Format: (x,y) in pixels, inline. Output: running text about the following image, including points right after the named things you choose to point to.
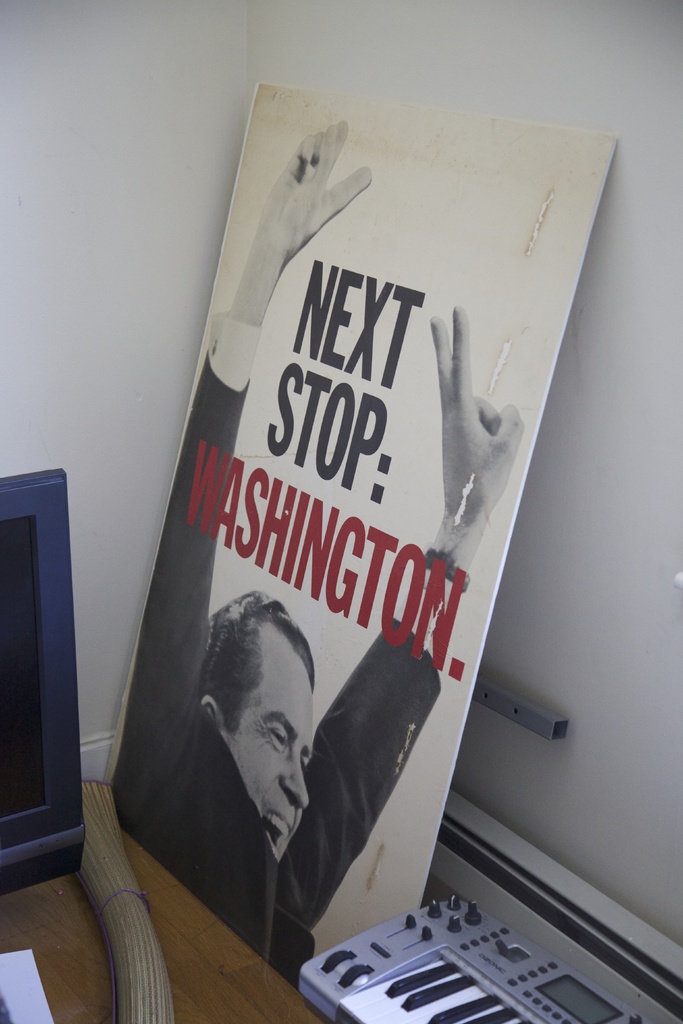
As we can see in the image there is a white color wall (119,261), a poster (252,638) on table (204,971).
